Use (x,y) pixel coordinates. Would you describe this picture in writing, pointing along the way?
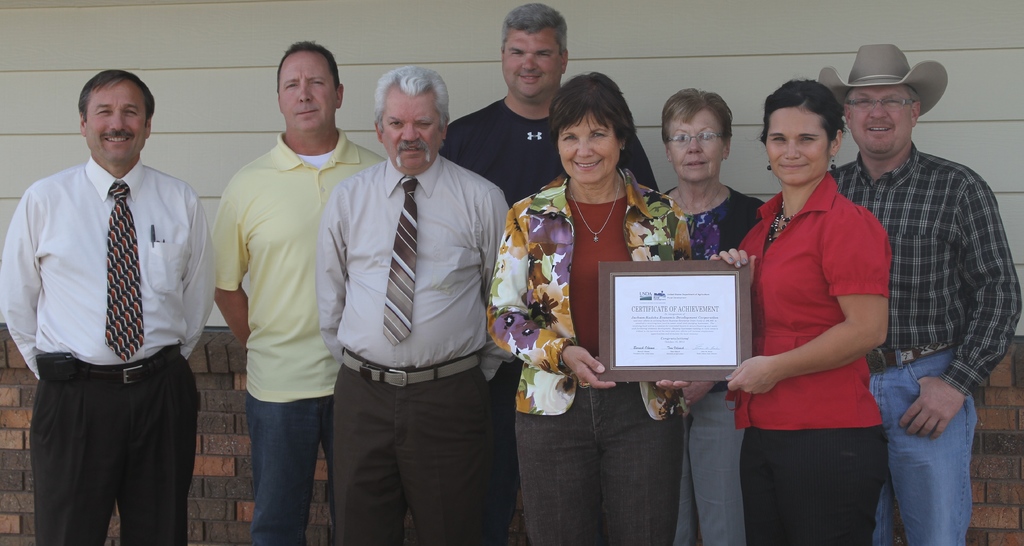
In the image we can see there are many people (889,248) standing, they are wearing clothes (507,464). This is a frame (645,319) and a wall (228,489). This person (872,128) is wearing spectacles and a hat (863,65), this is a neck chain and a tie (413,222).
